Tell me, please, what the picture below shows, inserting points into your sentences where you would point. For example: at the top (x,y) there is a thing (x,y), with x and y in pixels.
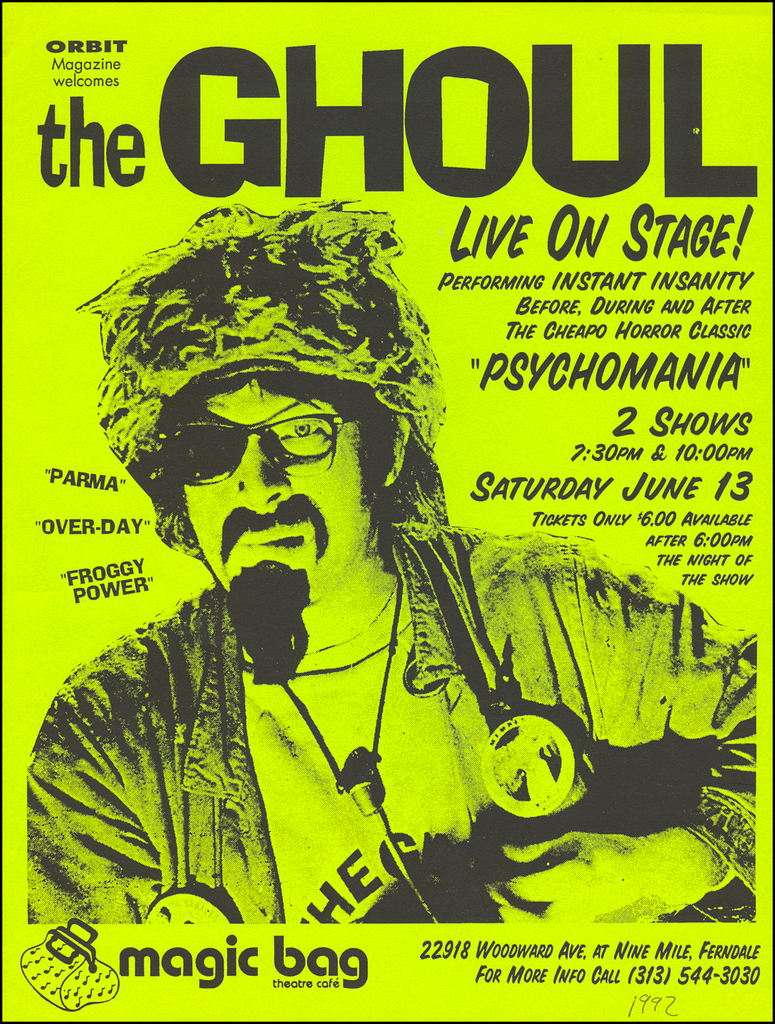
In this image we can see a poster (427,615) with text (77,483), image (462,705) and numbers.
